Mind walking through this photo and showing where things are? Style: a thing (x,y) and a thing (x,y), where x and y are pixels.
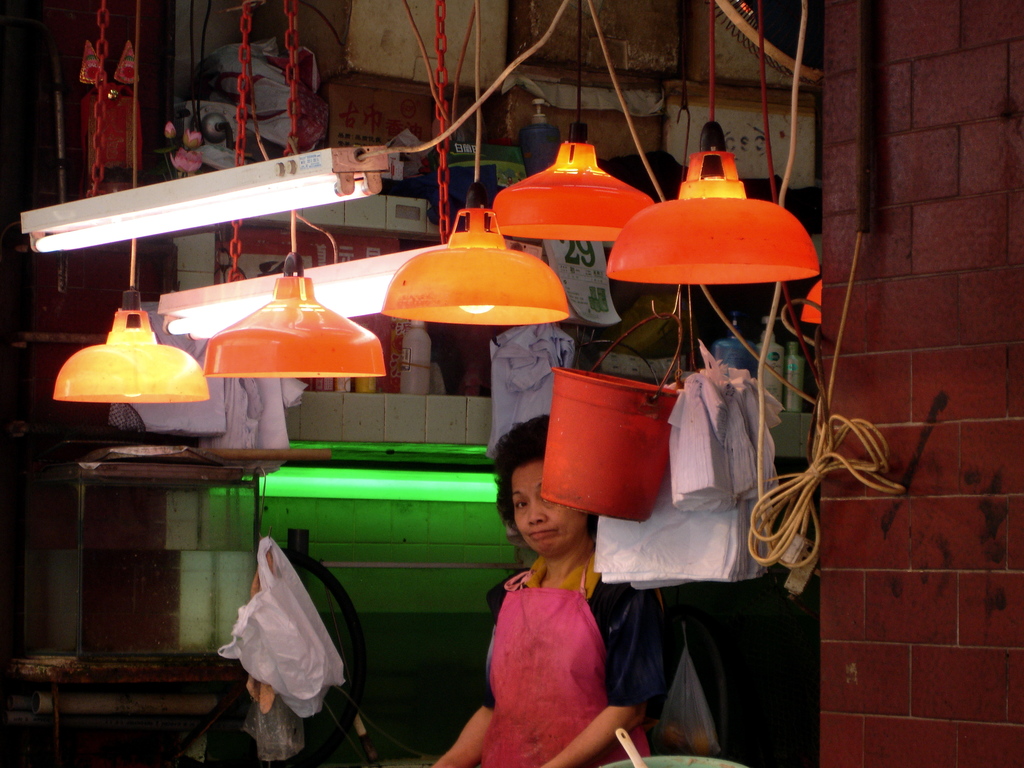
In this image I can see a person (565,615) wearing pink color apron (545,695), lights (434,273), wall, wires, covers (288,650) and few objects (405,321).
